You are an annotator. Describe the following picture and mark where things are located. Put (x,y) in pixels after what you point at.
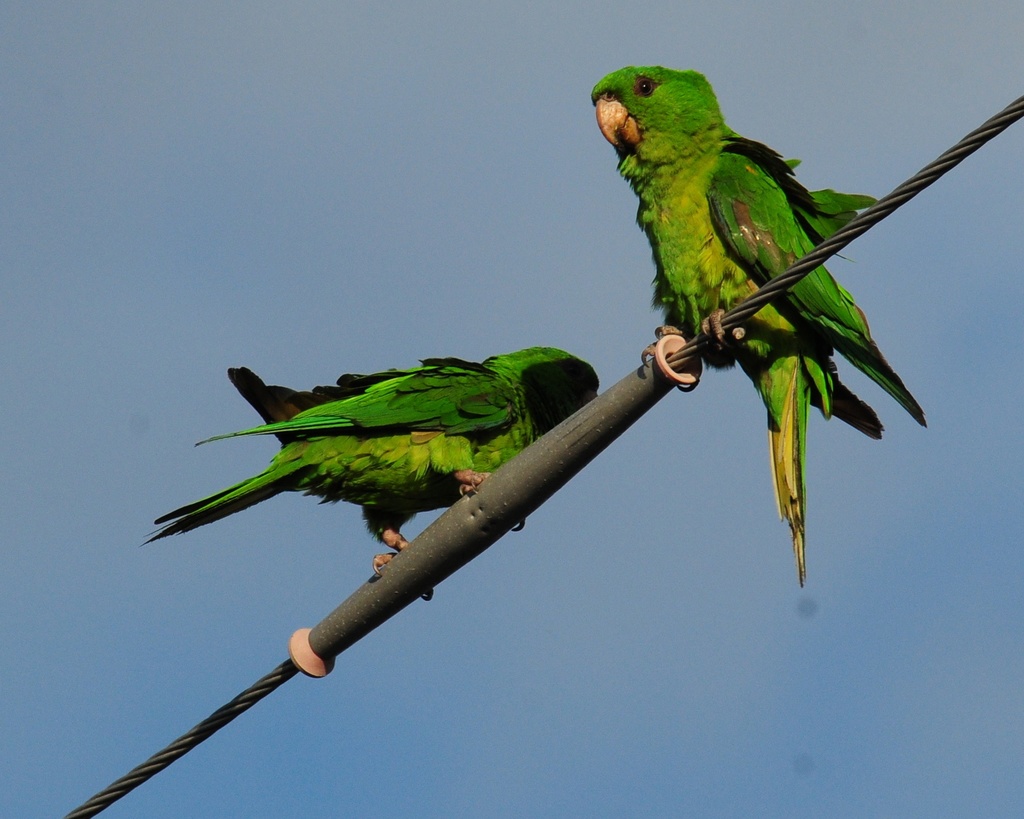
In this image we can see birds (573,357) on the wire (315,663) and the sky (480,217) in the background (700,716).
